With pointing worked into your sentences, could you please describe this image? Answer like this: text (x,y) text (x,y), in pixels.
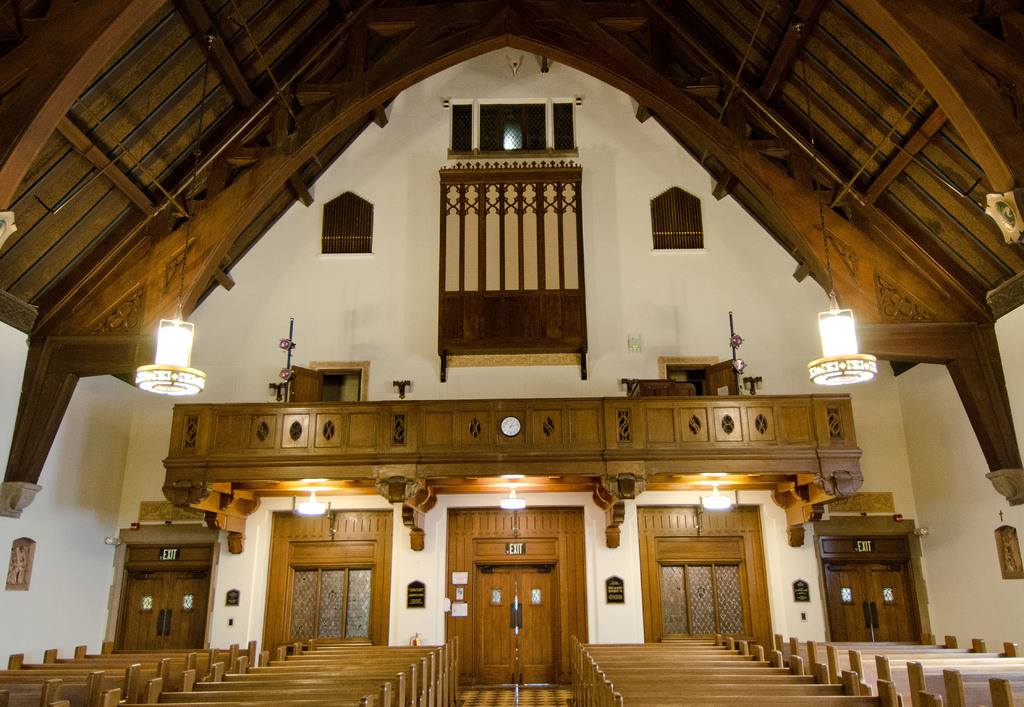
Picture inside of a building (721,289). Here we can see windows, doors (150,551), benches (732,677), clock (508,426), sign boards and lights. Boards (24,552) are on the wall (55,546). This is rooftop (384,122).
